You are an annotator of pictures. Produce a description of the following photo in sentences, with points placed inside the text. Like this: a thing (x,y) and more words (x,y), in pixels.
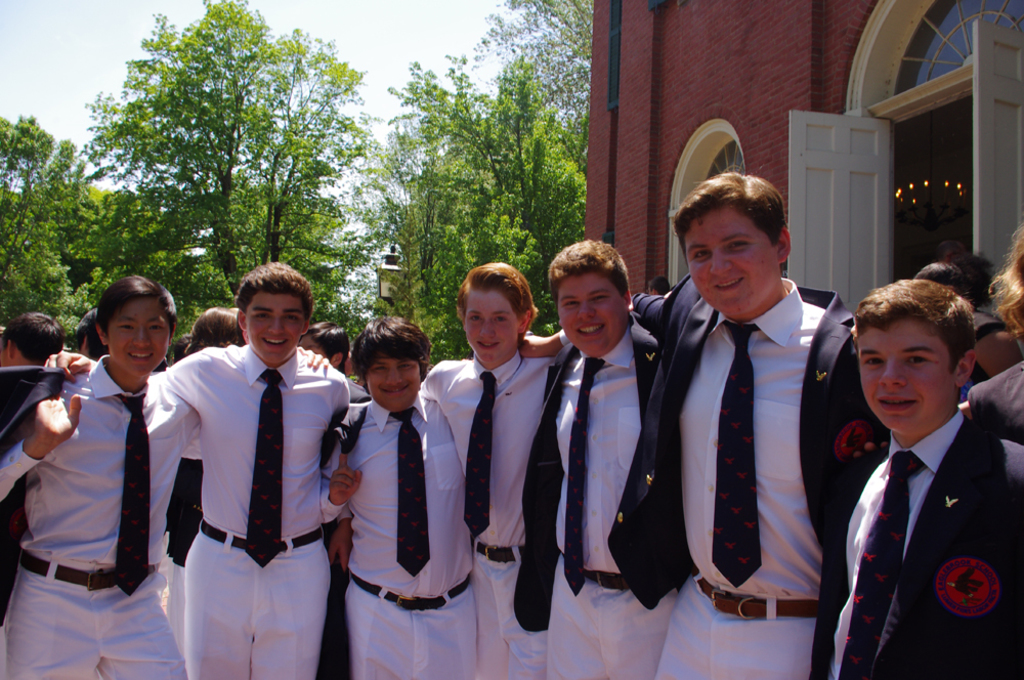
In this I can see few people (510,449) are standing and I can see a building (826,161) and few trees (391,198) in the back (846,270) and I can see a cloudy sky (433,51).
